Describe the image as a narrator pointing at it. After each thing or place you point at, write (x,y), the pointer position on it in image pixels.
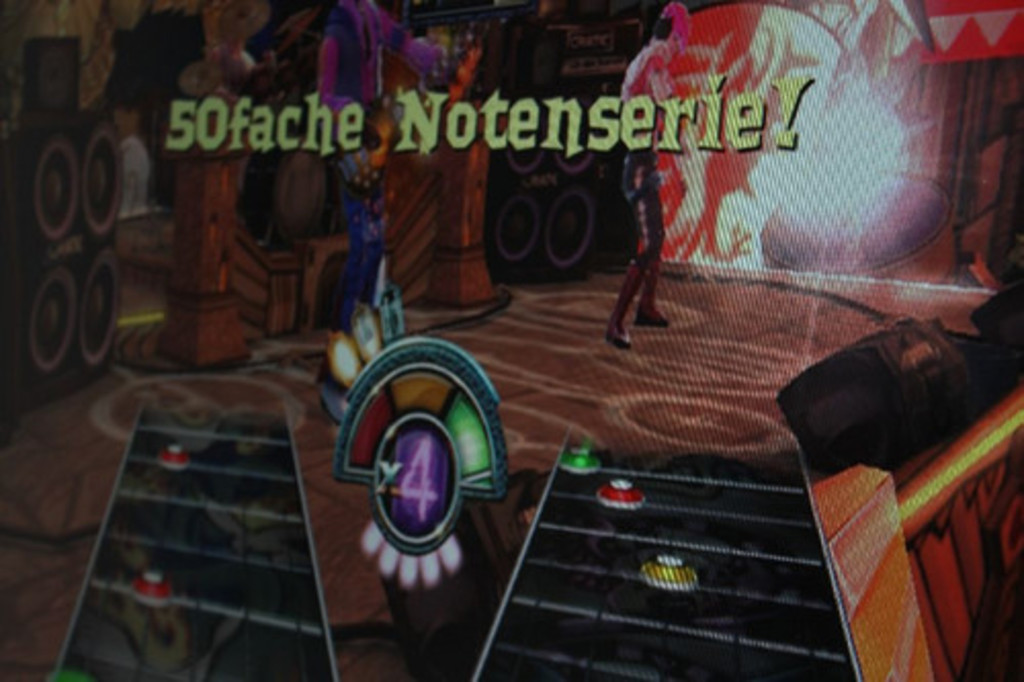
In this picture I can see the screen (735,373). In the screen (934,282) I can see the animated image of a man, floor (599,301) and other objects (46,346).
